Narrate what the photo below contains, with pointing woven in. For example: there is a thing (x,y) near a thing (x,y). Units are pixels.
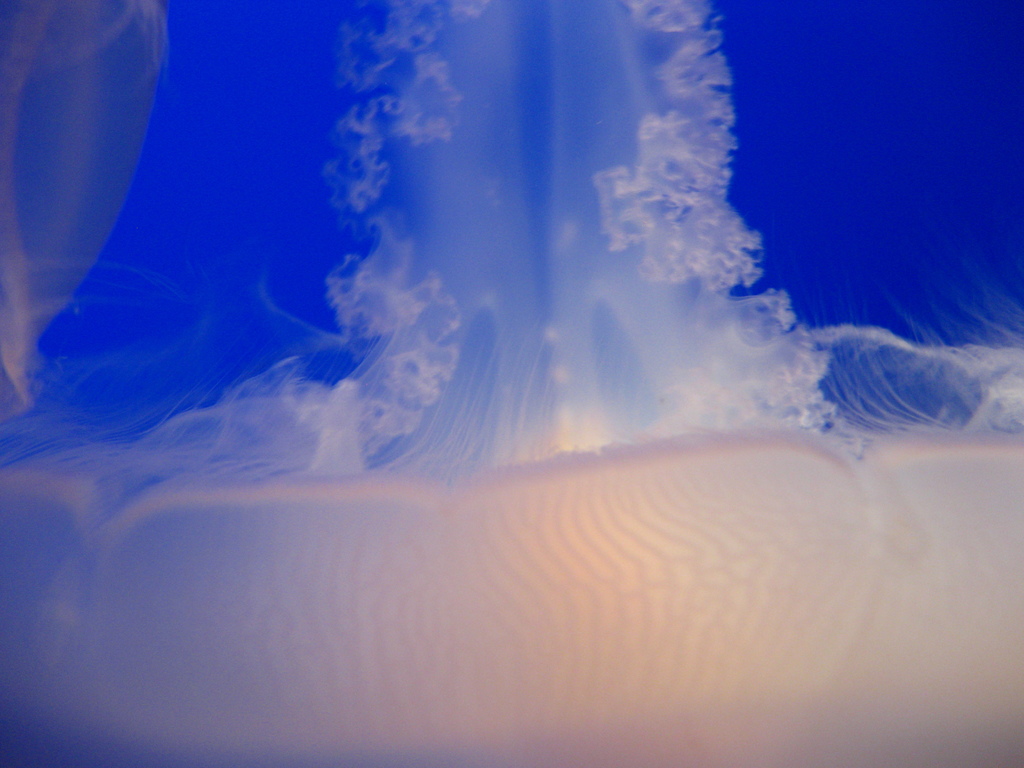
In this image we can see jellyfish (376,284) in the water (272,277).
